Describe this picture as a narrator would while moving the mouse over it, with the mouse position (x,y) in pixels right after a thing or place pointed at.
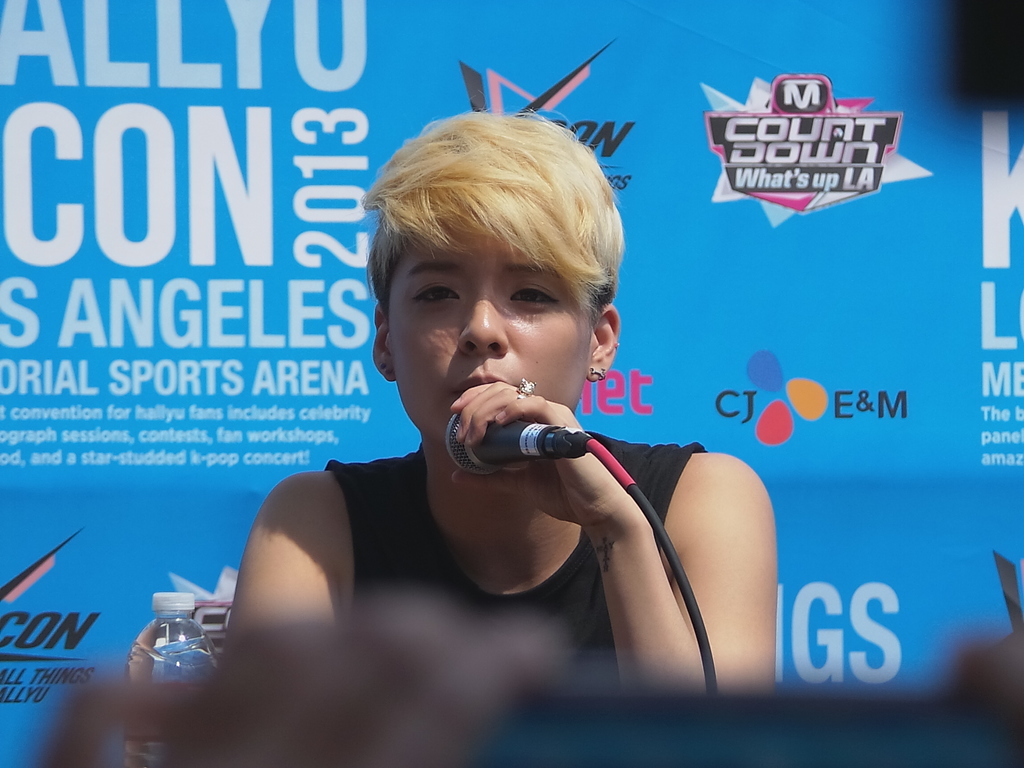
As we can see in the image there is a banner (288,218) and a woman (398,323) holding mic (482,442).
